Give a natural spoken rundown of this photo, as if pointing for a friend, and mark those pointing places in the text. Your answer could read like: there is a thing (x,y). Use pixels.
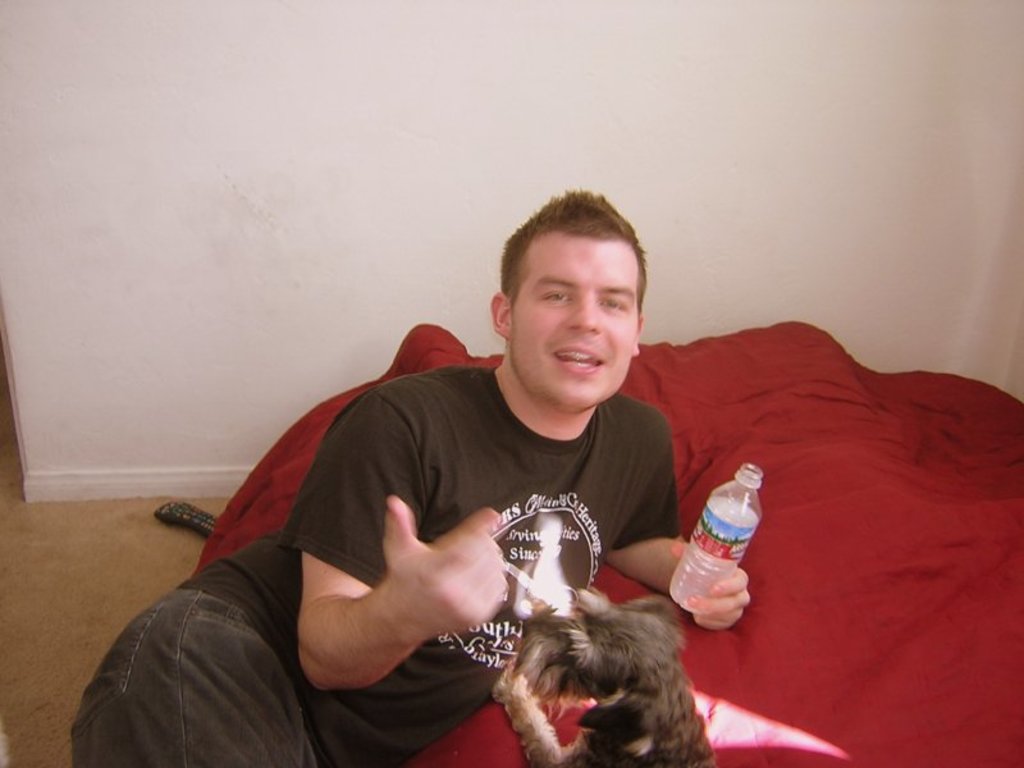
Man (543,533) lying holding a bottle (722,531) beside the dog (638,695) and remote (181,503) in the back (270,428) there is wall (343,177).
